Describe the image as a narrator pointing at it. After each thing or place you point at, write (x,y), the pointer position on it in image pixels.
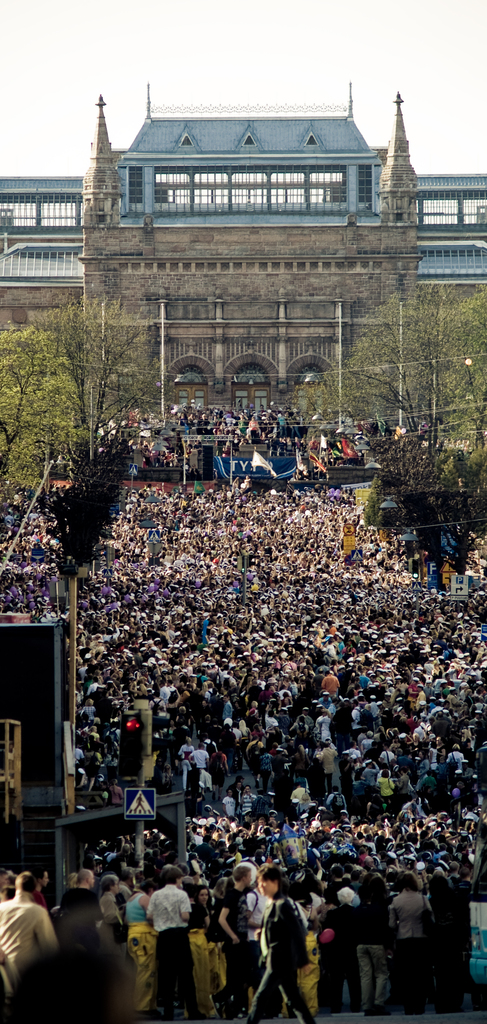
In this image we can see a building (212,290) and a crowd of people (256,672). On the both sides of the image, we can see trees (61,371) and poles (8,558). The sky (414,59) is in white color.
